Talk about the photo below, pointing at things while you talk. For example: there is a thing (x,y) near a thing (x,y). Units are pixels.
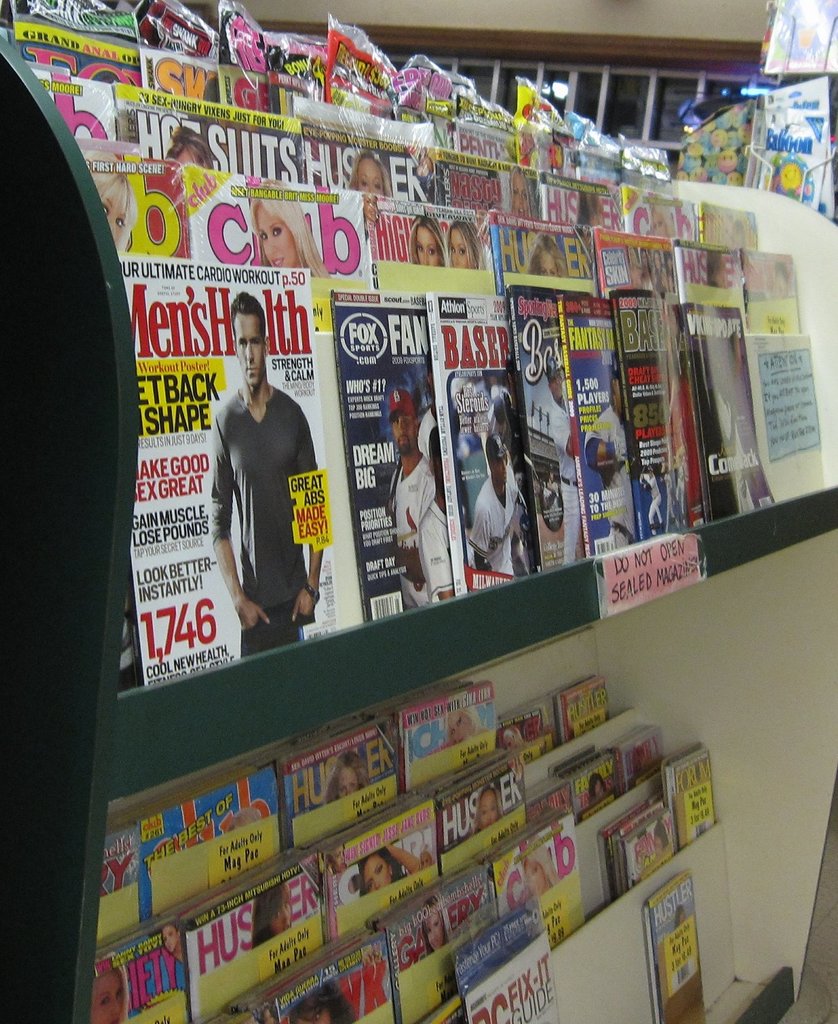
In this picture I can see some magazines (410,331) kept in the shelves (336,494).
